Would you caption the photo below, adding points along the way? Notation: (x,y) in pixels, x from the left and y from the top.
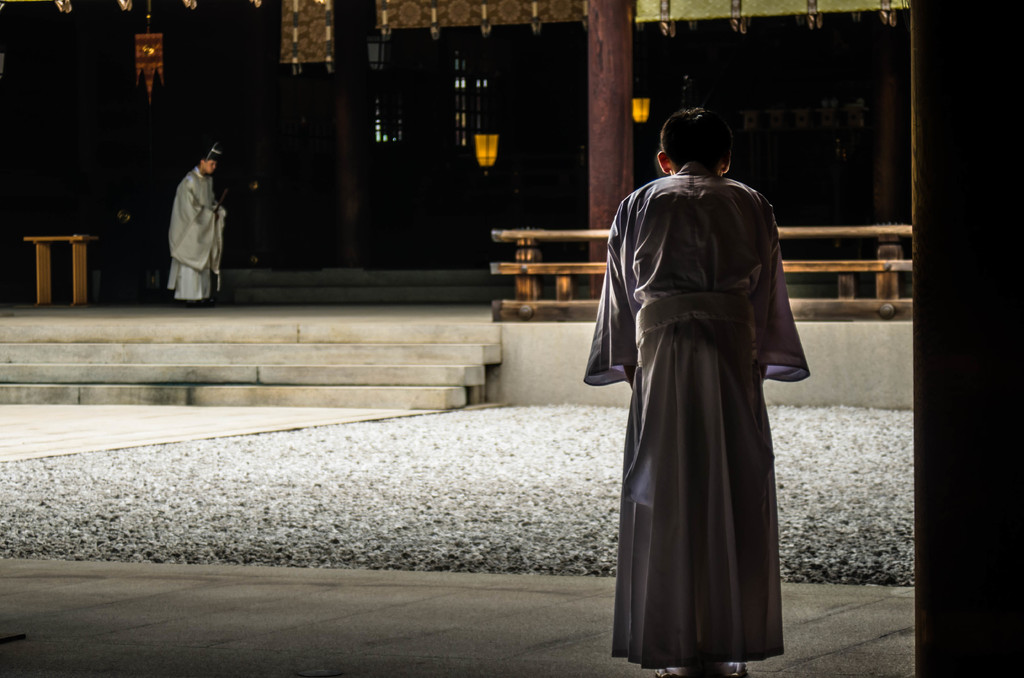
This image is taken outdoors. At the bottom of the image (311,633) there is a floor (466,629). On the right side of the image (997,317) there is a pillar (990,293). In the background (478,111) there is a wall (438,121). There is a pillar (590,157). There is a railing (805,262). There are a few lights (486,141). A man (185,217) is standing on the floor (146,312) and there are a few stairs (358,356). On the left side of the image (64,240) there is a table (76,259) on the floor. In the middle of the image (593,345) a man (707,382) is standing on the floor (559,581) and there are a few pebbles (434,499) on the ground (537,515).
